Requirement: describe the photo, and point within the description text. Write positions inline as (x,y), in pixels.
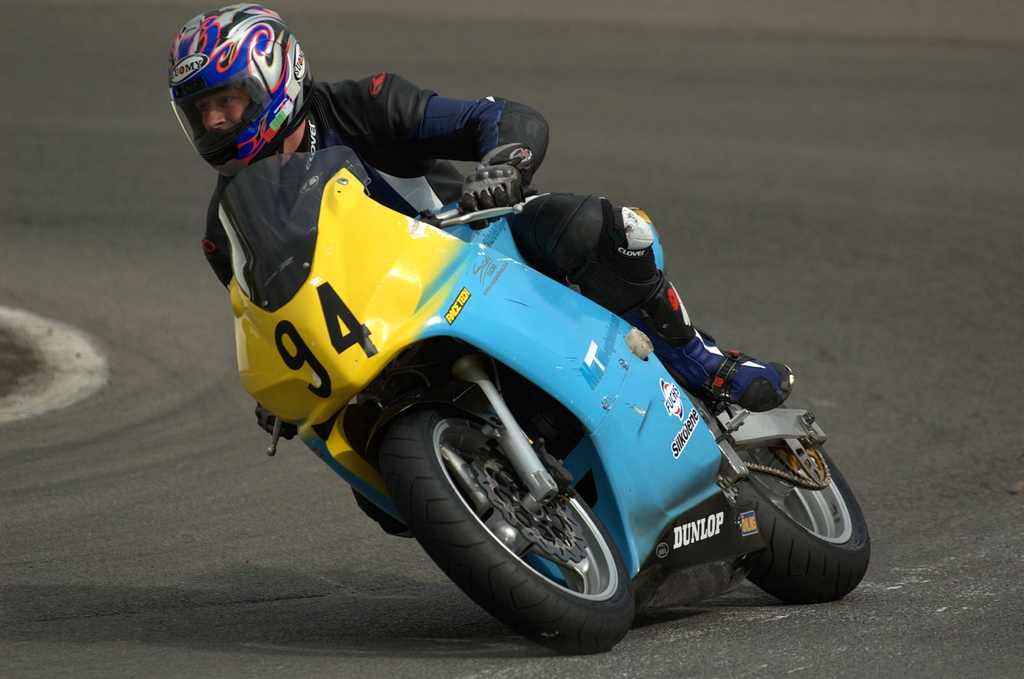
In this image we can see a person (451,163) wearing helmet (266,102) and riding a bike (522,440) on the road (783,310).
